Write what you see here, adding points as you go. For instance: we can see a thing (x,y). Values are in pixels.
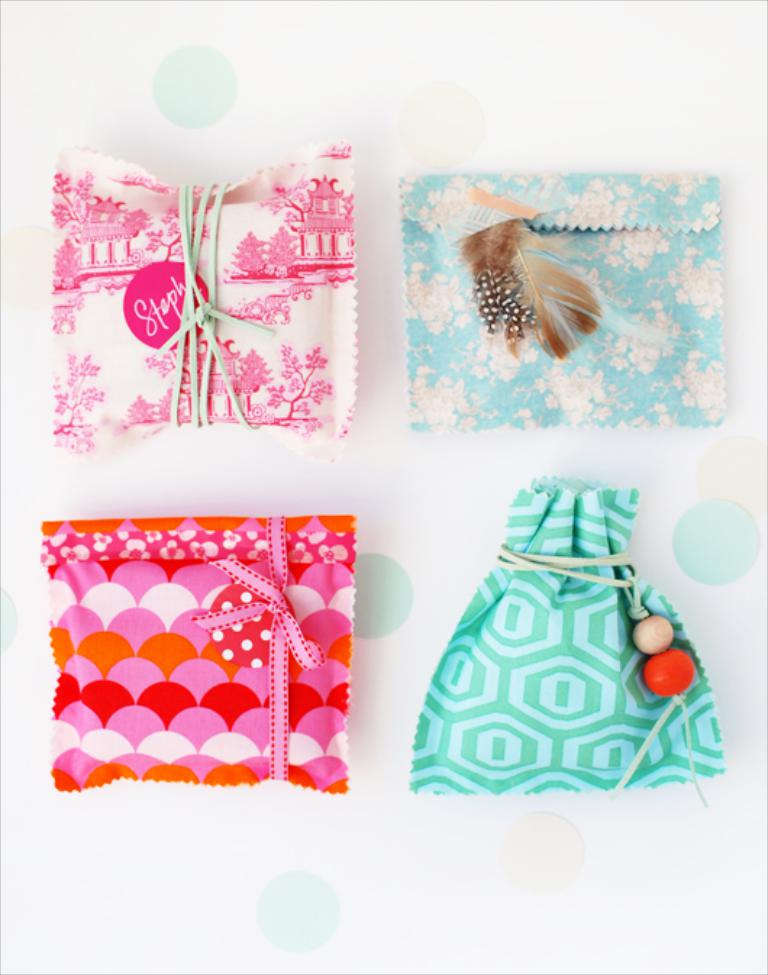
In this picture, there are some objects (336,649) which are made of different colors of cloth (478,653).
